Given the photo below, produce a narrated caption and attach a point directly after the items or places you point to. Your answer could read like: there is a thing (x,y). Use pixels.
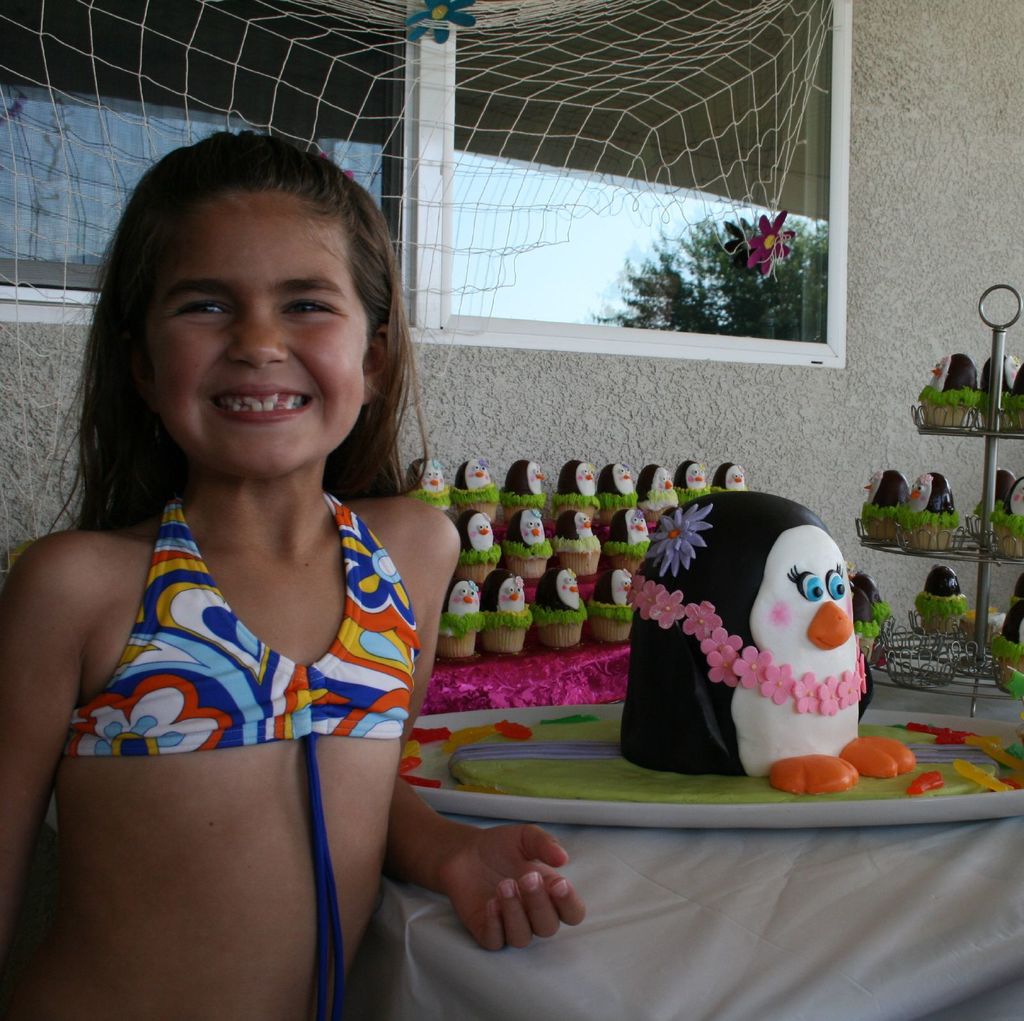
In this image we can see a girl (218,675) standing and smiling. At the bottom (443,941) there is a table (522,1003) and we can see figurines (746,630) and a stand (901,647) placed on the table (770,849). In the background (731,435) there is a wall (1012,206) and we can see a window (781,314). There is a net (321,101).
